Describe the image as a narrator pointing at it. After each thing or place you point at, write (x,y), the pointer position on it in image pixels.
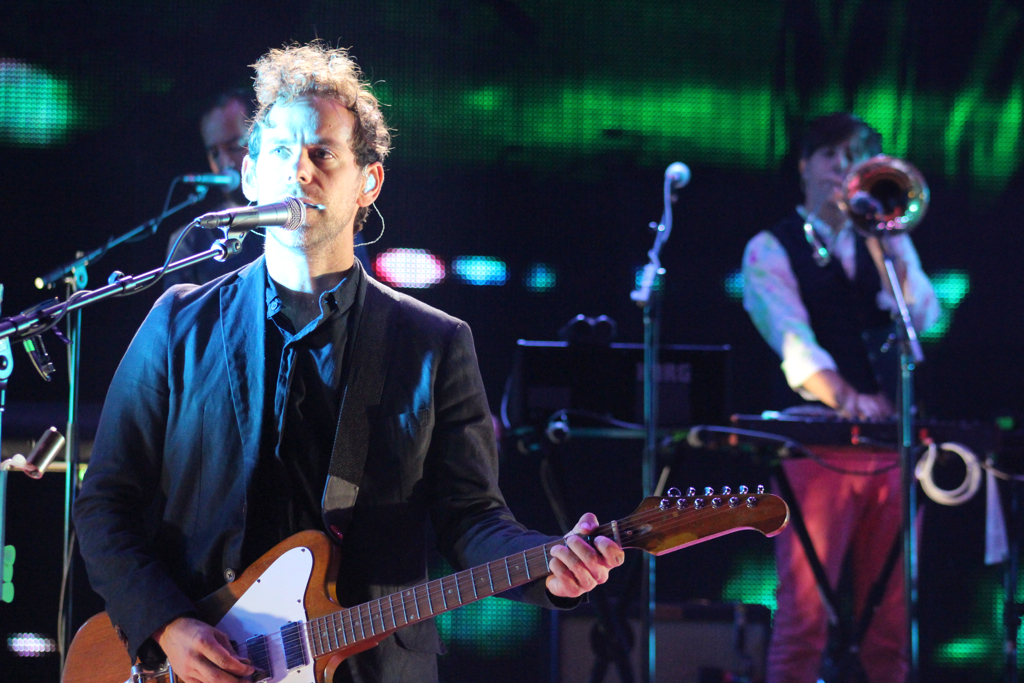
As we can see in the image there are few people (295,357) standing and singing on mike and the person (284,315) standing in front (275,610) is holding guitar (478,593) in his hands (570,563).
